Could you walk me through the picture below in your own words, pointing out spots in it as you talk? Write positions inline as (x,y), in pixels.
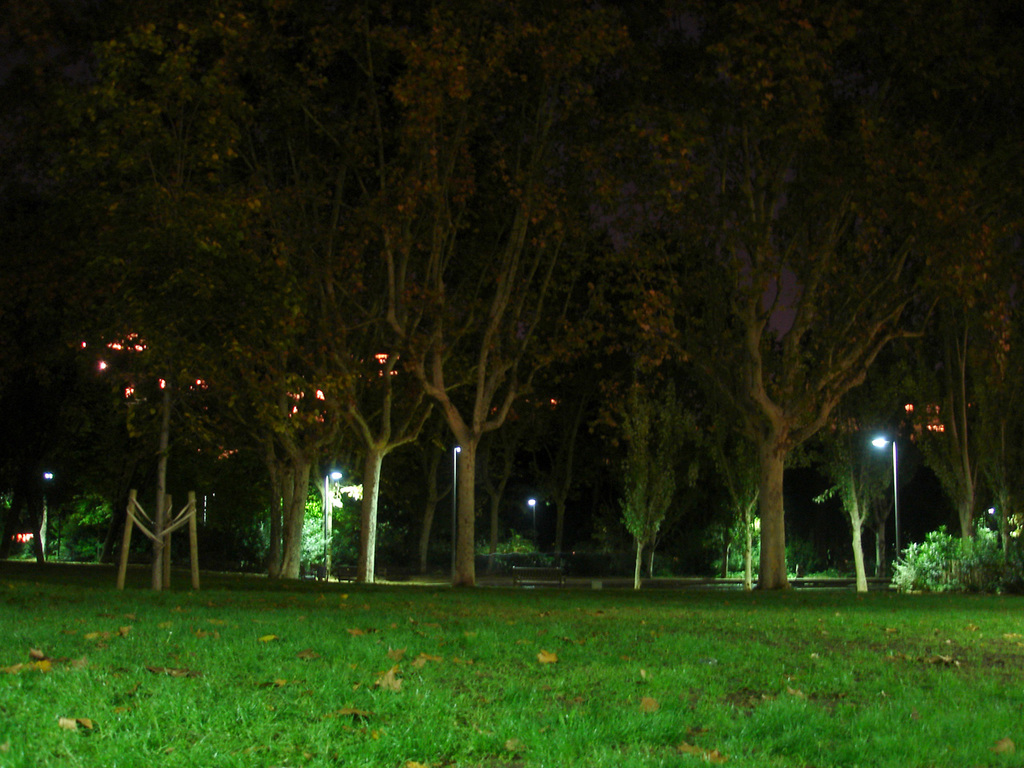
These are the trees (463,332) with branches (867,328) and leaves (132,364). I can see the dried leaves (71,720) lying on the grass (623,743). On the right side of the image (926,564), I think these are the bushes (943,565). I can see the street lights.
